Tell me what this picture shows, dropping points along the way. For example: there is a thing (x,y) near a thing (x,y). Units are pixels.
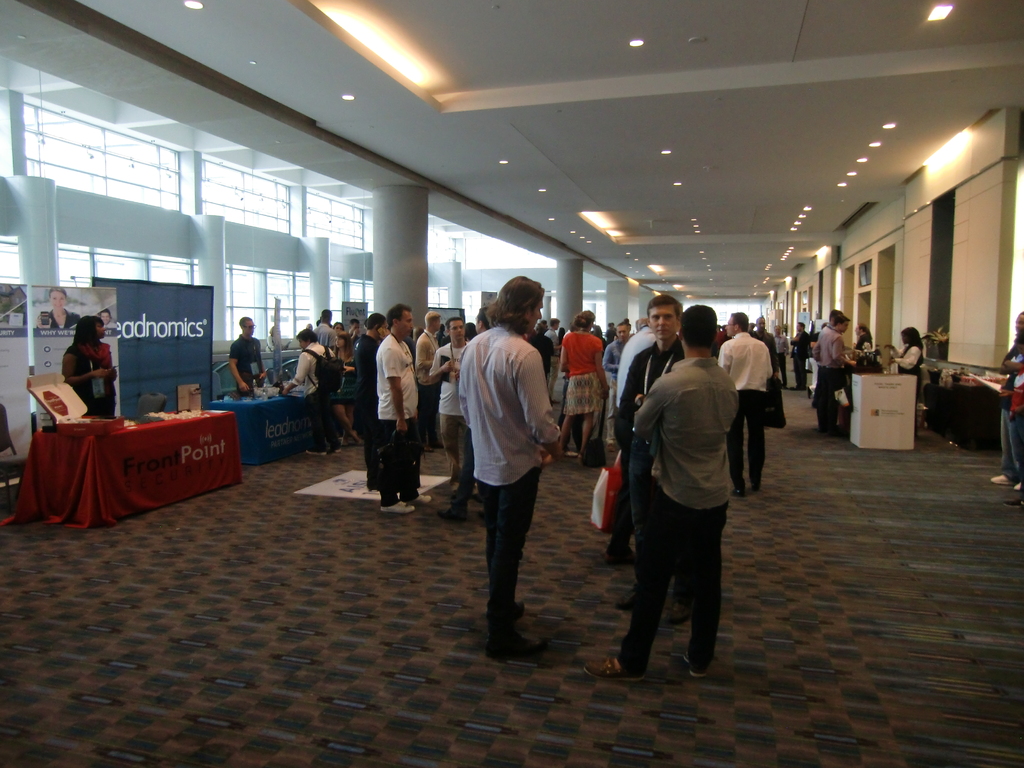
In this image there is a big hall (705,495). There are so many people (536,376). There are tables (287,436) and chairs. There are banners (205,378). There is a roof (642,192) with lights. There is a carpet (456,635).
